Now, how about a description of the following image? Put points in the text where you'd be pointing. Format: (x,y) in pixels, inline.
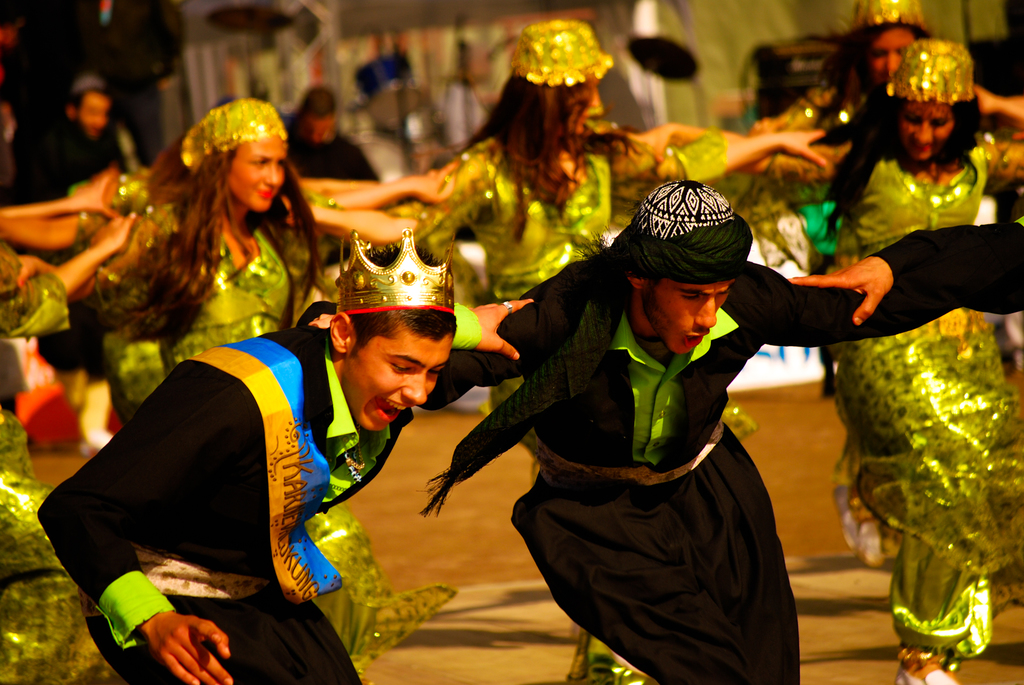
In the foreground of the picture (440,377) there are men (708,342) holding hands (809,281) and dancing. In the center of the picture (468,267) there are women (693,170) holding hands (25,274) and dancing. In the background (128,54) there are people (145,53) and it is not clear.
